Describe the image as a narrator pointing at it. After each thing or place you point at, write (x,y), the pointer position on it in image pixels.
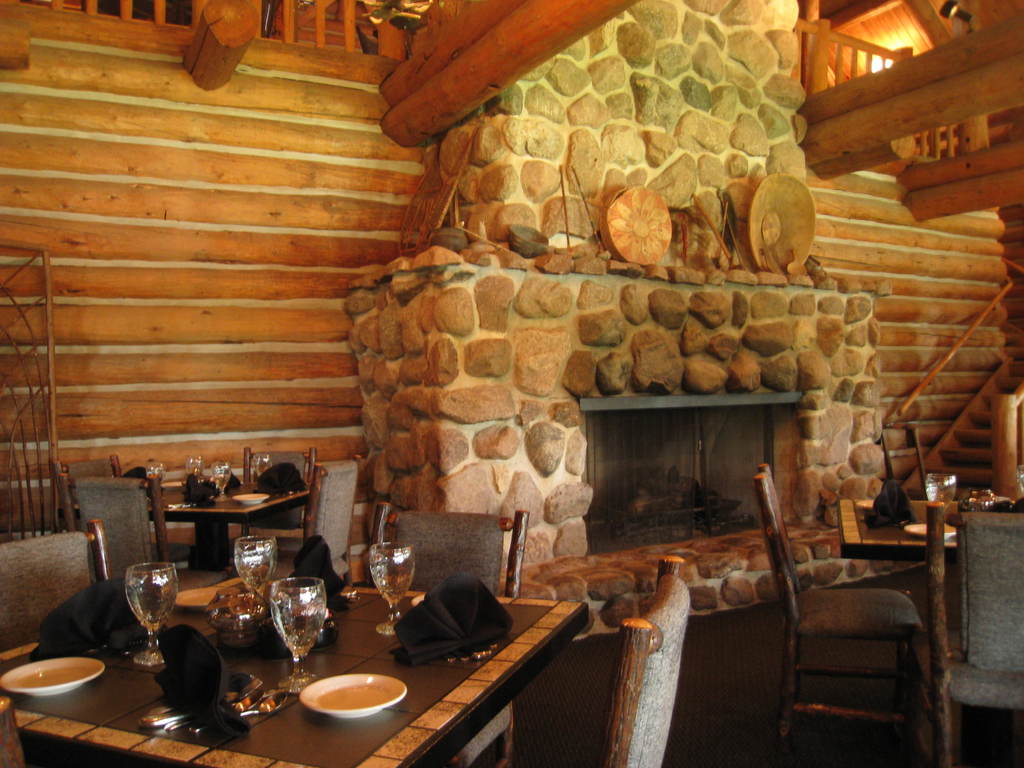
In this image there are chairs (795,600) and tables (237,664) on the floor (721,719). On the tables (362,738) there are glasses (301,619), napkins (433,592), plates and few objects (250,628). Left side there is a fence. Middle of the image (569,256) there is a fireplace (556,256). There are objects (621,253) on the shelf (569,256). Top of the image (864,85) there are wooden trunks (869,157) attached to the wall (278,150). Behind there is a fence (847,61). Right side there is a staircase (1001,287).
